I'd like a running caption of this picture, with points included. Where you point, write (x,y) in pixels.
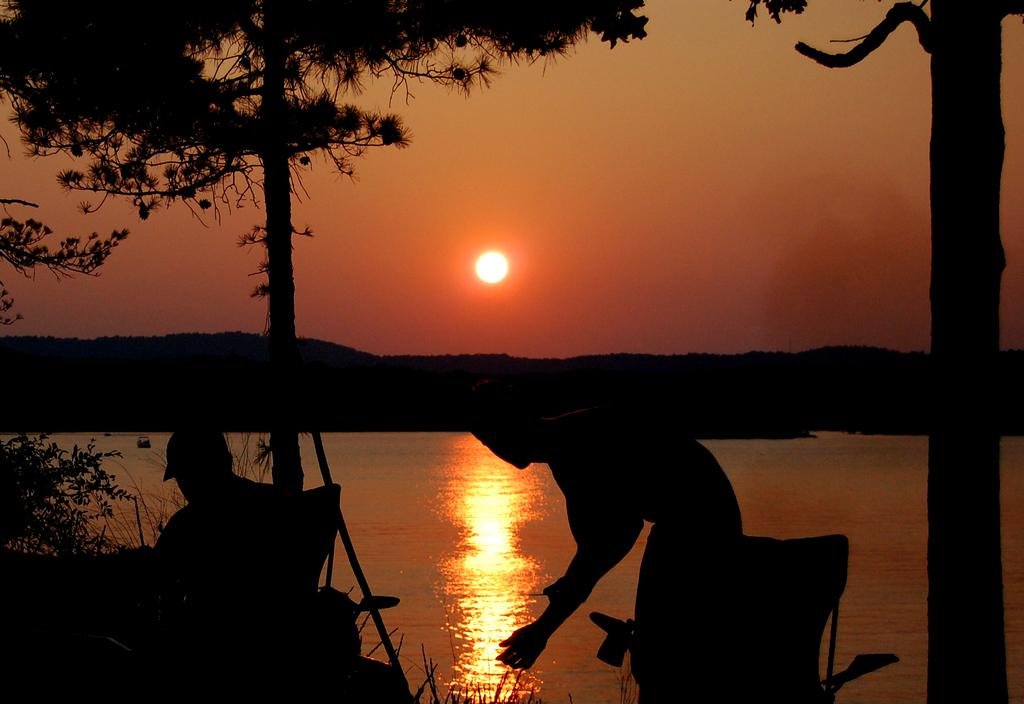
In this picture I can see a human (208,567) sitting in the chair (252,616) and another woman (538,434) standing and I can see trees (18,233), water (373,558) and I can see sun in the sky (464,163).
